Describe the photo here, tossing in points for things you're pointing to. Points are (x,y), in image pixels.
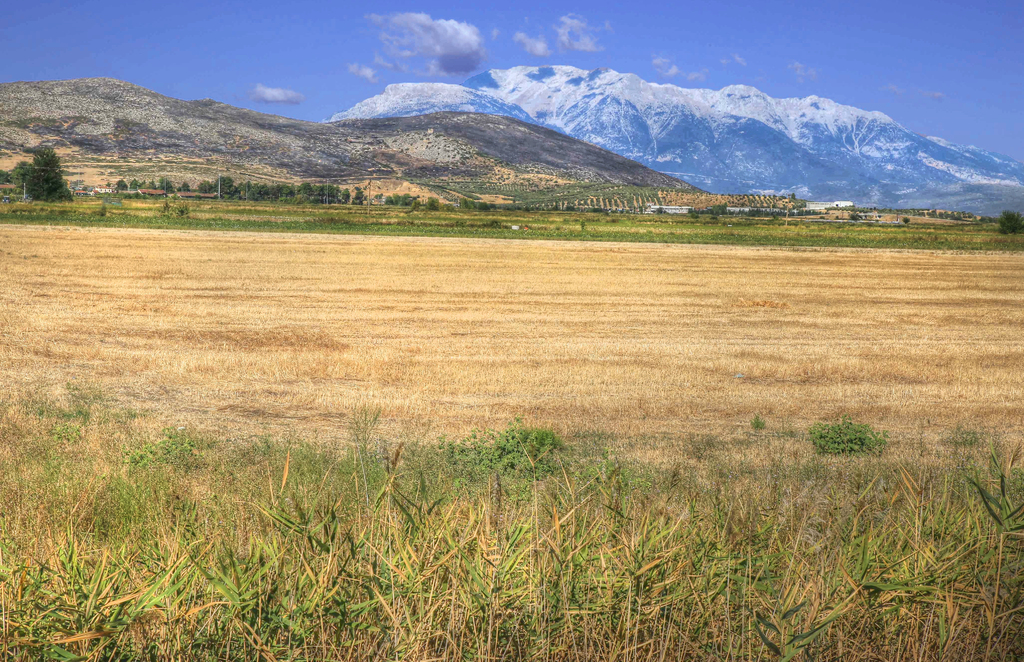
In this image I can see there is a grass (579,314) and trees (578,202). And there is a mountain (709,110) with snow (558,113). At the top (382,75) there is a sky (181,94).
